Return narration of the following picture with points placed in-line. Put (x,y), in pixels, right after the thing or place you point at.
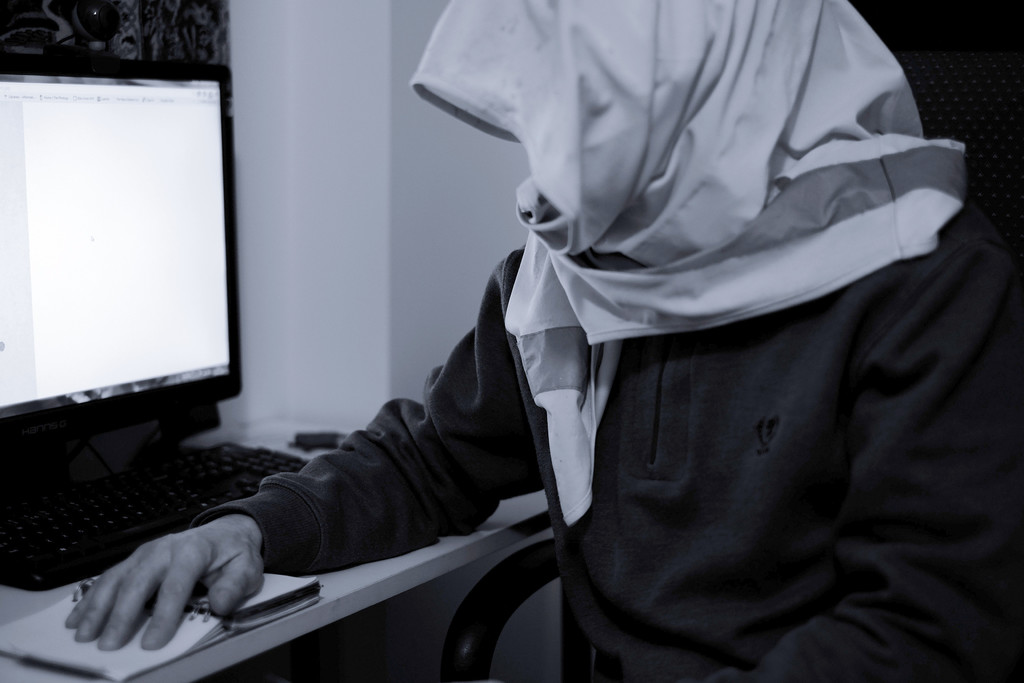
In this image there is a person (741,506) sitting on a chair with a scarf (594,380) on the head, beside him there is a table (525,529) with a computer (12,96) and a book (176,634) under the hand (157,544).
